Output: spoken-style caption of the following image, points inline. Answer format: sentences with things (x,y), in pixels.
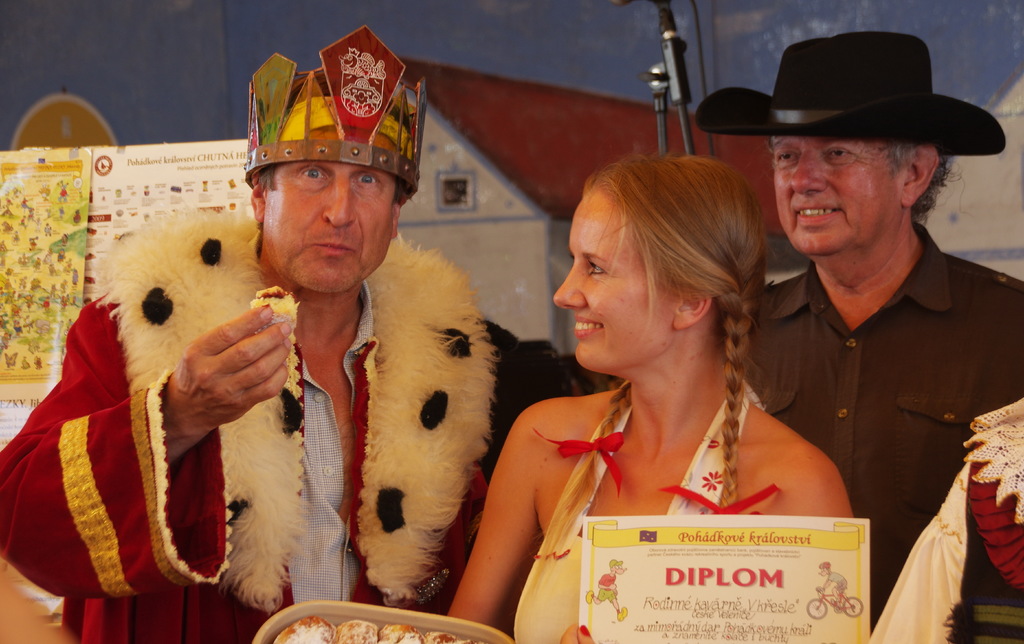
Here I can see three people (344,233). The man (351,282) who is standing on the left side (241,521) is wearing a red color jacket (126,363), cap (289,162) on the head (315,177) and eating some food item (290,296) by holding in the hand (238,338). Beside this man (423,414) there is a woman (587,417) is holding a box (329,604) which consists of some food items (348,630) in it and also a paper (701,564). She is smiling by looking at this man (347,329). At the back of her I can see another man (888,337) is wearing a black color shirt (920,376), cap (792,109) on the head (847,176) and smiling. In the background (252,36), I can see a wall (421,34) to which some posters (106,204) are attached and also there is a stand (669,89).
